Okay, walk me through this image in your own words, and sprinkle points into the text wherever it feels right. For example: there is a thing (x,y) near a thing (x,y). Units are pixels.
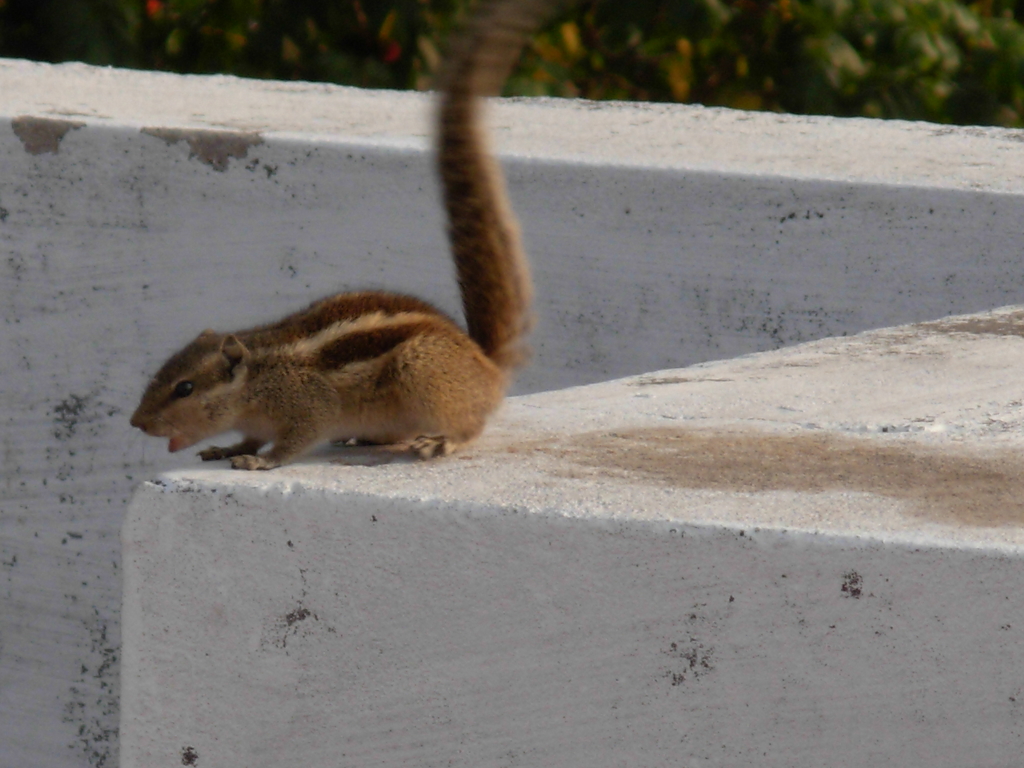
In this image we can see a squirrel (427,395) on the wall (318,467).
